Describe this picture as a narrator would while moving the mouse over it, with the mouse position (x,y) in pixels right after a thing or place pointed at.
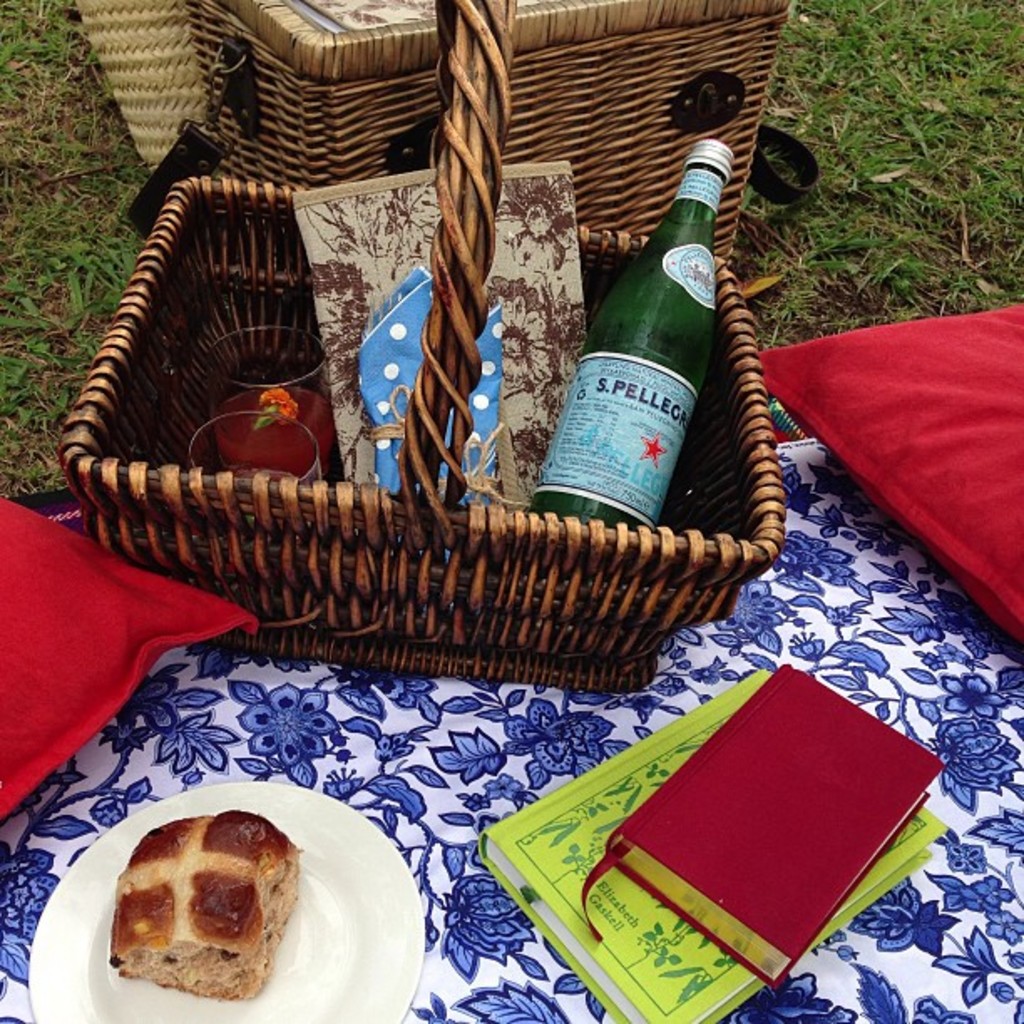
There is a cloth (856,506) on which, there are books (644,779), a bread (268,871) on white color plate (394,970), red color pillows (952,484), a basket (689,451) which is having a bottle (658,443), glasses (302,403) and clothes (373,394). In the background (649,75), there are other baskets (248,99) on the grass (88,200) on the ground (853,189).
